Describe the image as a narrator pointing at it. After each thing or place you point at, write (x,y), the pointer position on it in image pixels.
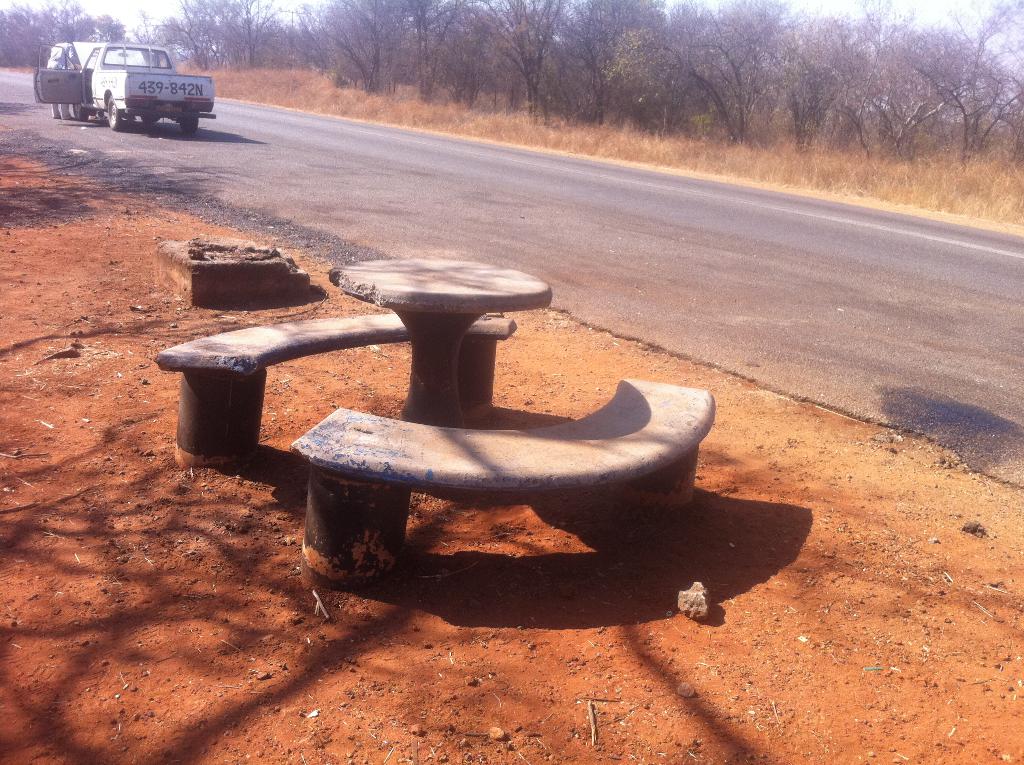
In this image there are trees (544,55) truncated towards the top of the image (535,24), there are trees (999,119) truncated towards the right of the image (964,78), there are trees (37,57) truncated towards the left of the image (12,29), there is the grass (280,75), there is road (3,74), there is a vehicle (148,87) on the road (335,182), there is a person (56,65) standing on the road (364,168), there are benches (483,460) made of stone (277,347), there is a table (449,365) made of stone (436,304), there is the soil (182,551), there is a stone (704,600).
